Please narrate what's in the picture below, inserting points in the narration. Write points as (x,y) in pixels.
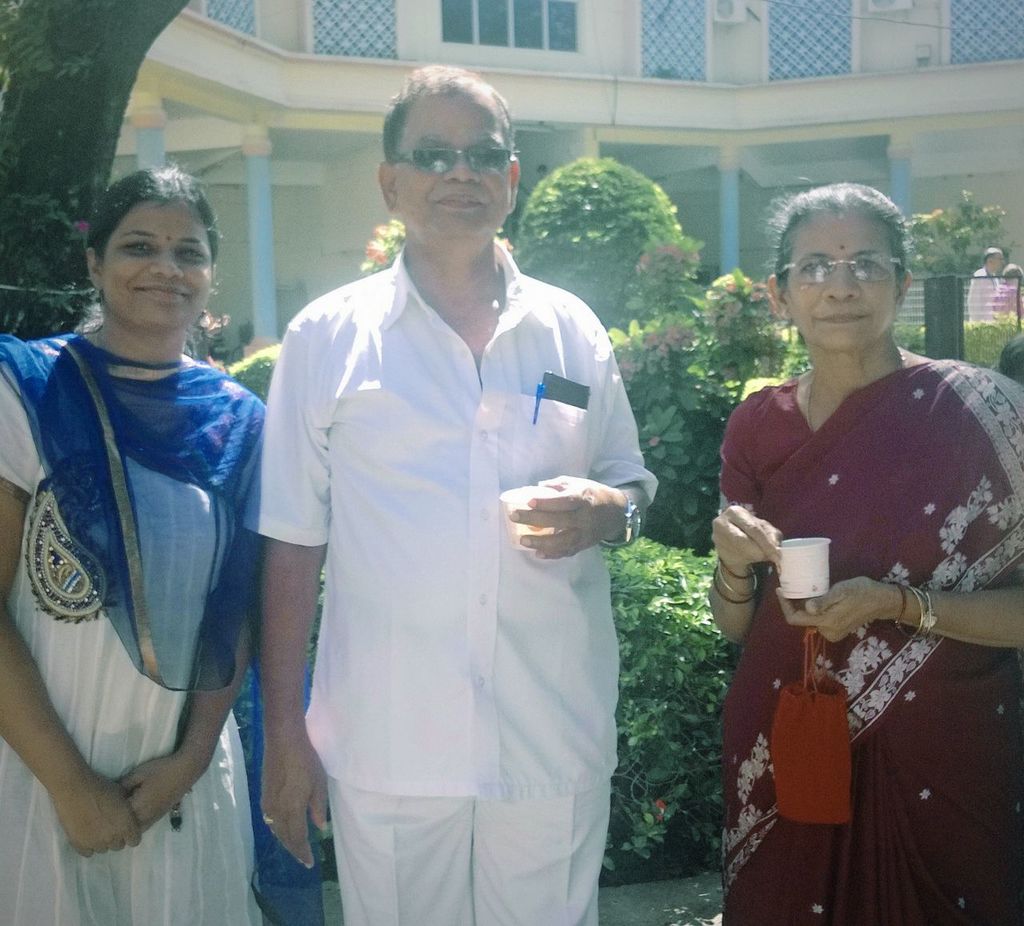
In this image, there are a few people (607,410). We can also see some plants (53,217). We can see the trunk (61,179) of the tree (56,174) on the left (94,20). In the background (299,140), we can see the building (257,118). We can also see some pillars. We can see the fence (938,321).
